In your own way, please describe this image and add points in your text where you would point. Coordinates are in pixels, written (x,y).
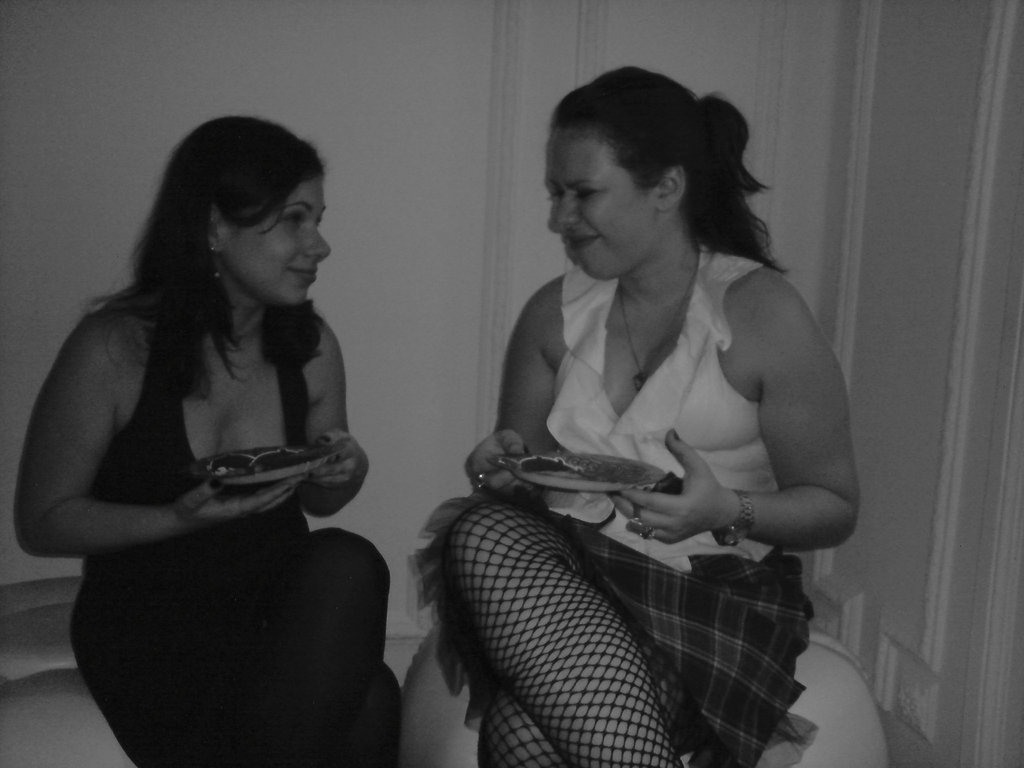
In the image we can see there are women (157,520) sitting on the chair (416,700) and they are holding plates (619,485) in their hand (193,515). The image is in black and white colour.
